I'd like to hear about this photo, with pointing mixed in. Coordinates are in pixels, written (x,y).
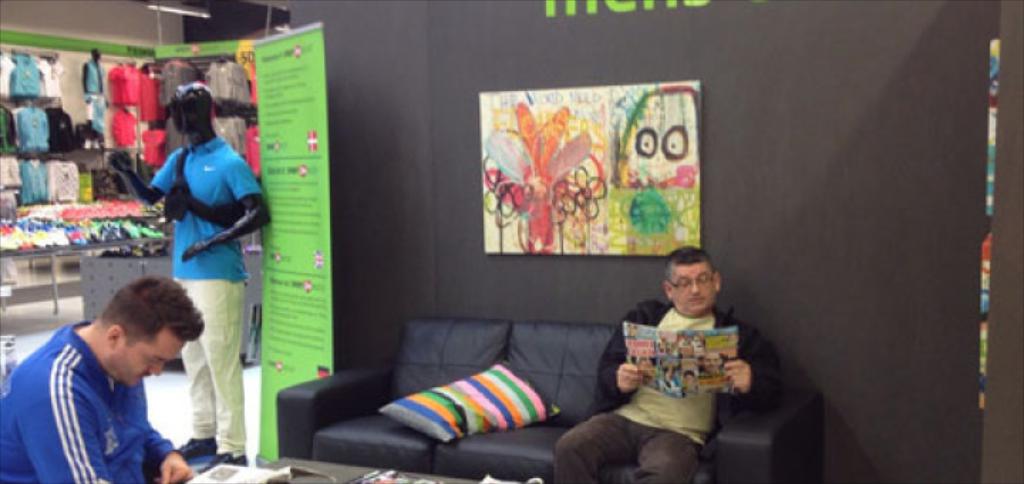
A couch (501,359) with pillow (494,380). Person (641,422) is sitting on a couch (408,361) and holds paper (692,356). This is a banner (315,307). Poster (618,219) on wall (736,97). Mannequin (203,185). Person (104,354) is sitting. This are clothes (233,83).
